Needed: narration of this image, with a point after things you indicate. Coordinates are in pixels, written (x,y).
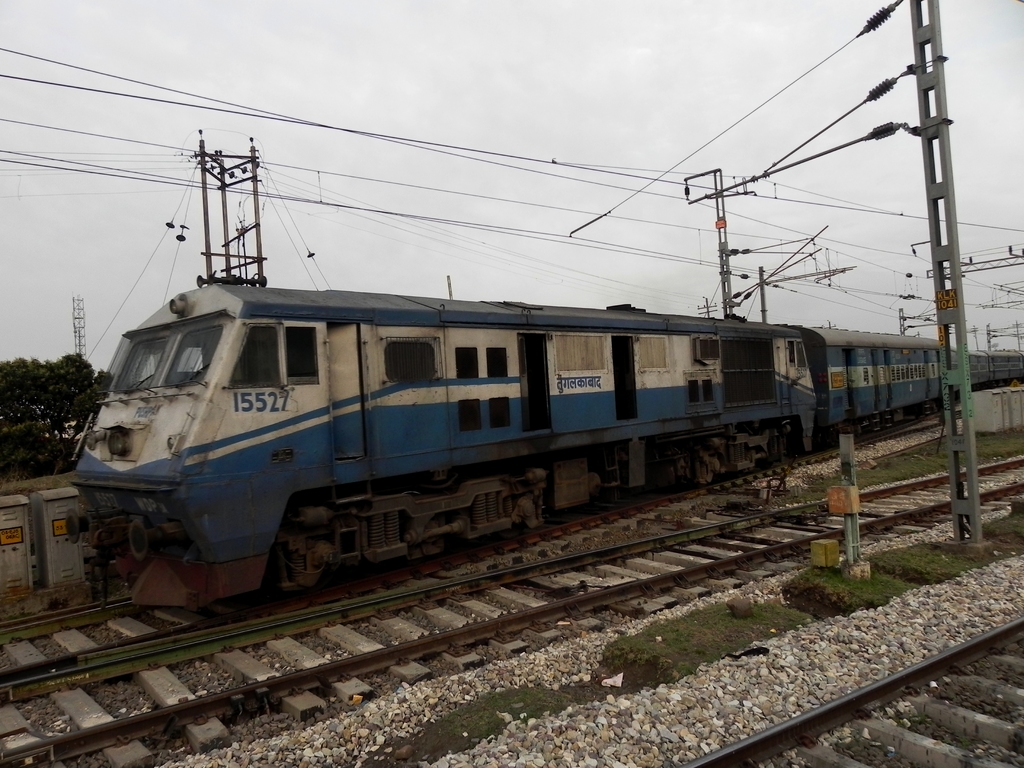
There is a train (387,471) moving on the railway track (32,660), around the train (106,504) there are many poles (762,268) attached with plenty of wires (505,243) and behind the train (125,359) there are few trees (60,425) and there are two empty tracks (929,666) on the other side of the train (655,452).
